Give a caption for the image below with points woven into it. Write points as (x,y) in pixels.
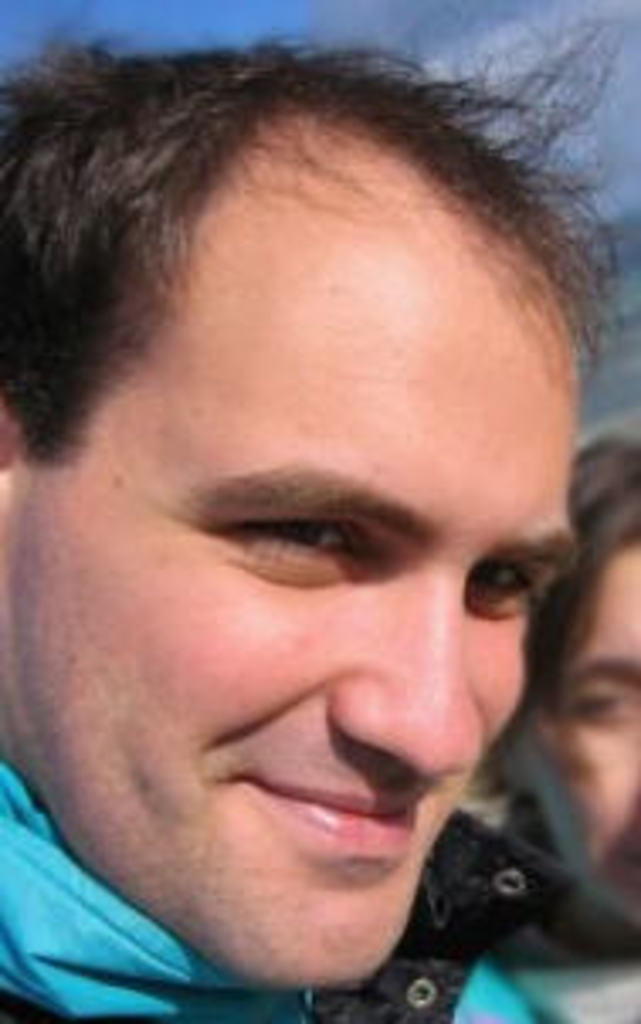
In the picture I can see a man (404,699) wearing a blue color dress (162,933) is smiling. The background of the image (436,33) is blurred, where I can see another person (588,1013) and I can see the blue color sky (188,18) with clouds (595,43).
